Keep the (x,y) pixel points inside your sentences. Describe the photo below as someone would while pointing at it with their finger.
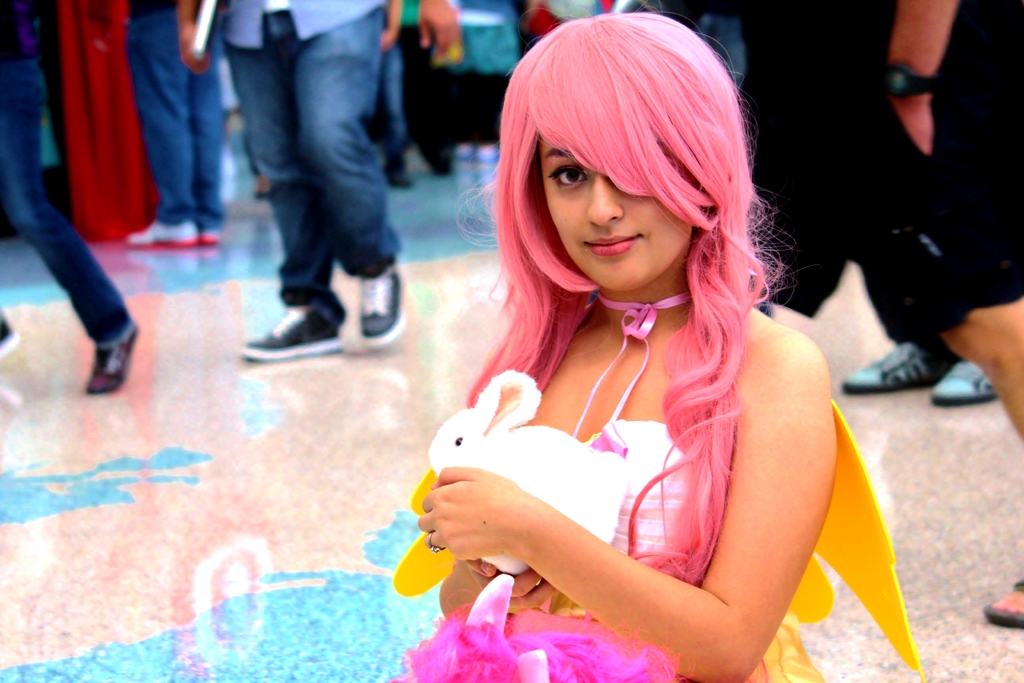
In this image we can see a girl (695,461) with pink hair (679,370). She is wearing white, yellow and pink color dress (654,507) and holding a rabbit (522,463) in her hand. We can see people (816,145) are walking in the background (346,198).
